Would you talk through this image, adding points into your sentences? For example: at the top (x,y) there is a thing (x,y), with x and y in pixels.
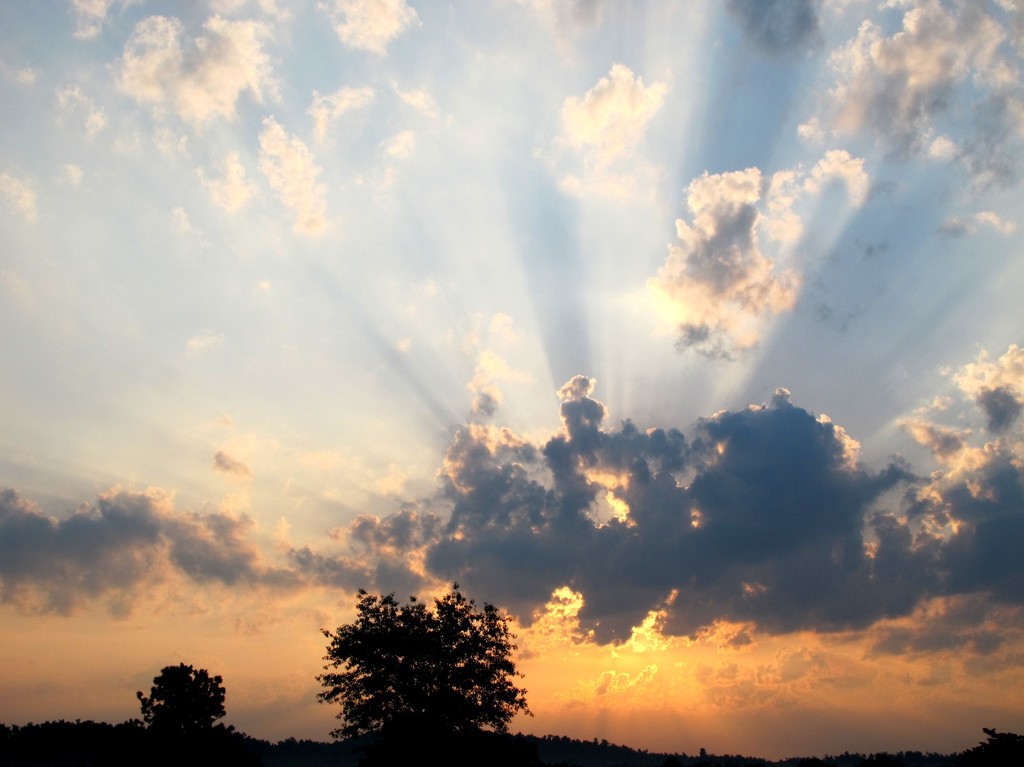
In this picture we can see few trees (144,764) and clouds (682,512).
